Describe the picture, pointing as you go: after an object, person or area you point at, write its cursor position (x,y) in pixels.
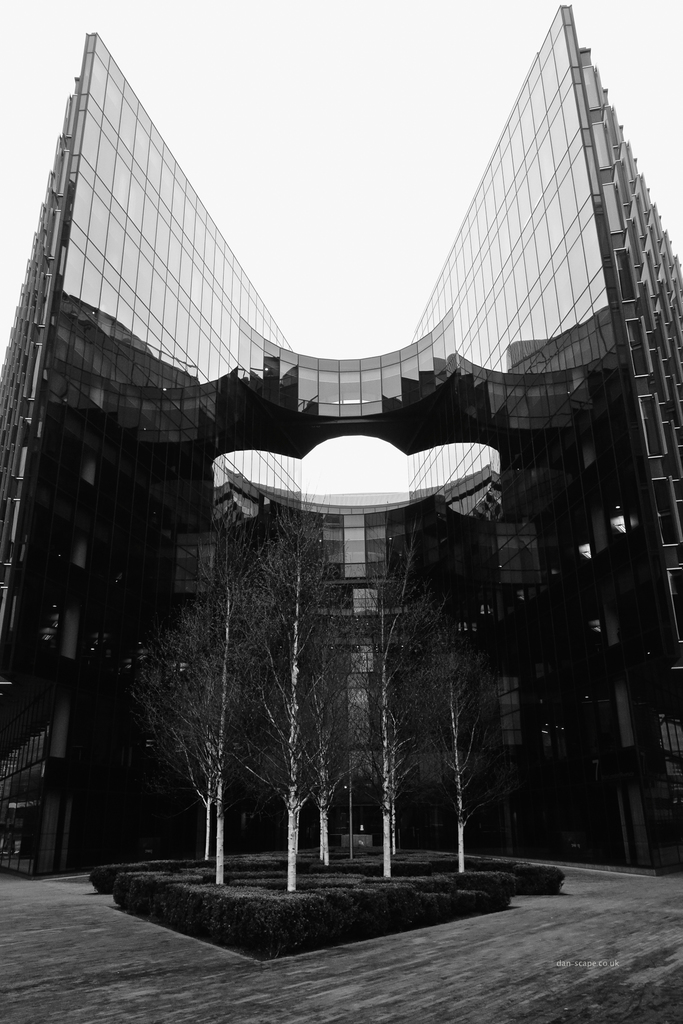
As we can see in the image there are buildings (441,468) and trees (296,632). On the top (339,28) there is sky (364,24).
